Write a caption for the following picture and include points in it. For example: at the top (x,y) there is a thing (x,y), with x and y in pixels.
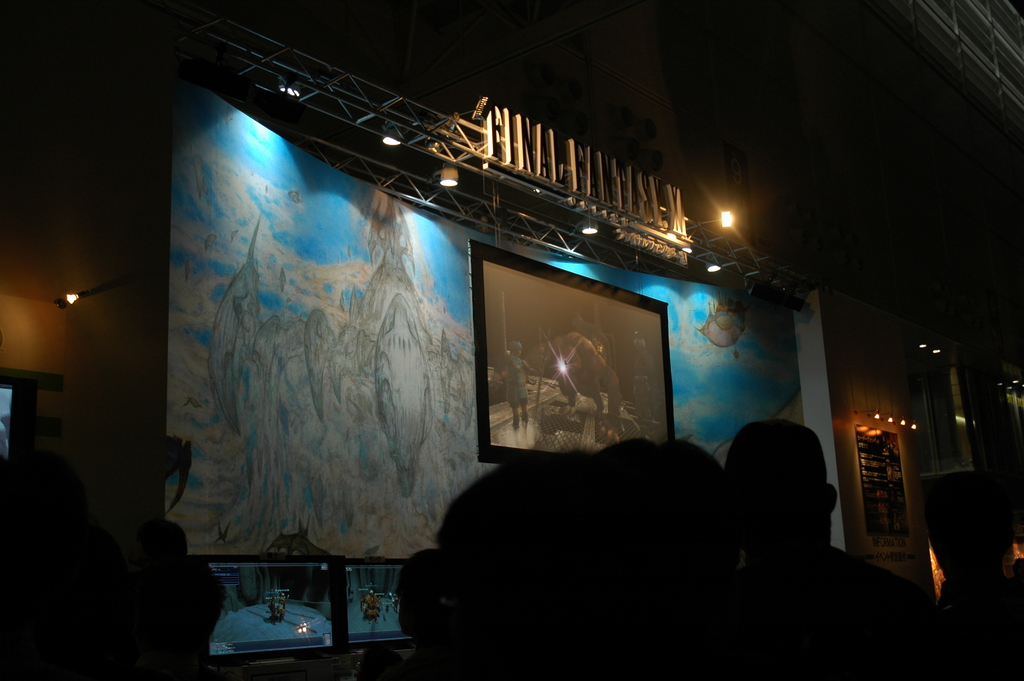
In this image there is a stage (462,385) at the center (616,427) where the video (552,445) is displayed and group of people (681,454) are sitting in front of it.
